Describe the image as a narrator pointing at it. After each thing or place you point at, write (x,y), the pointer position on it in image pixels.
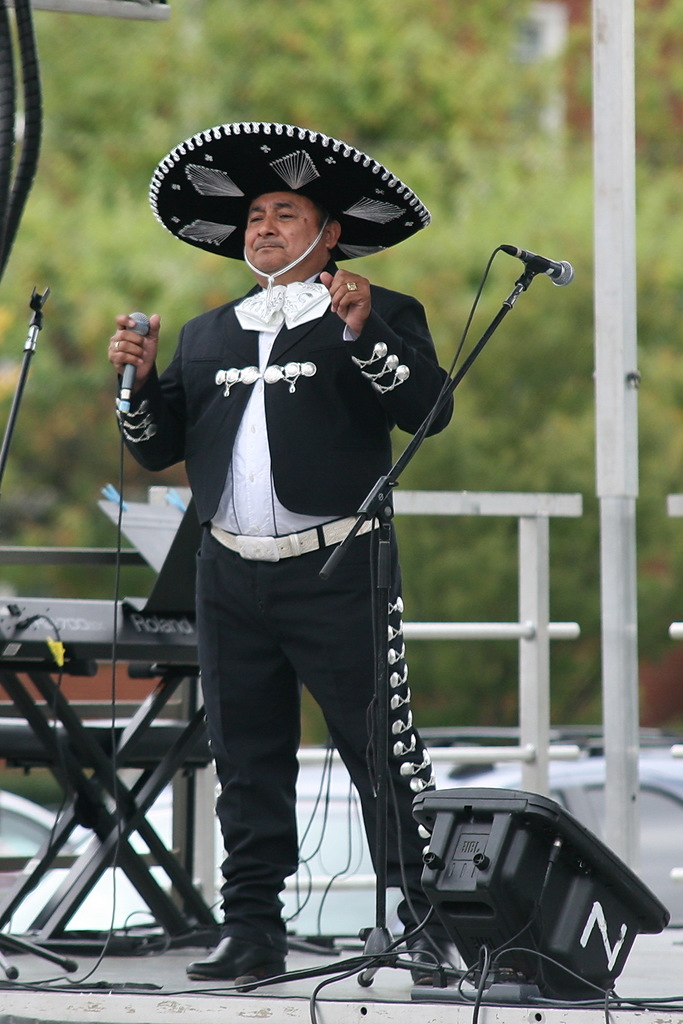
In this image we can see a person (312,360) standing and holding a mic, there are some mics (568,272), stands (98,805), pole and other objects (499,893), behind him we can see a vehicle (597,756) and trees (512,117).
